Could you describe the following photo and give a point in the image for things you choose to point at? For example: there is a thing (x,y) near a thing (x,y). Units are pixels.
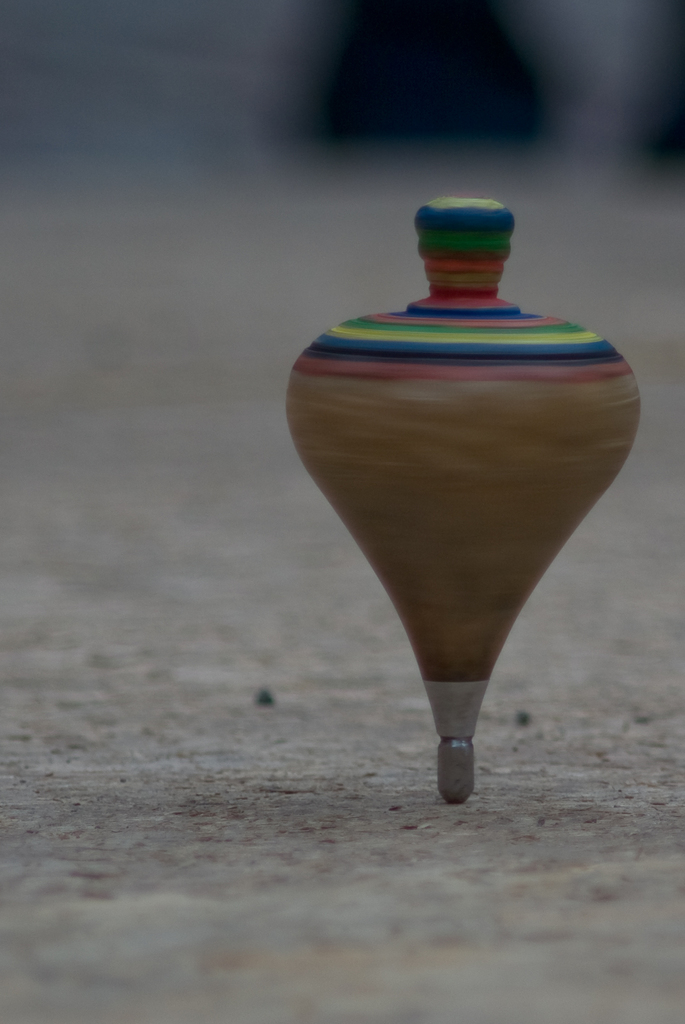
In this image we can see spinning top (468,545) on the ground (538,861). In the background (633,166) it is blur.
